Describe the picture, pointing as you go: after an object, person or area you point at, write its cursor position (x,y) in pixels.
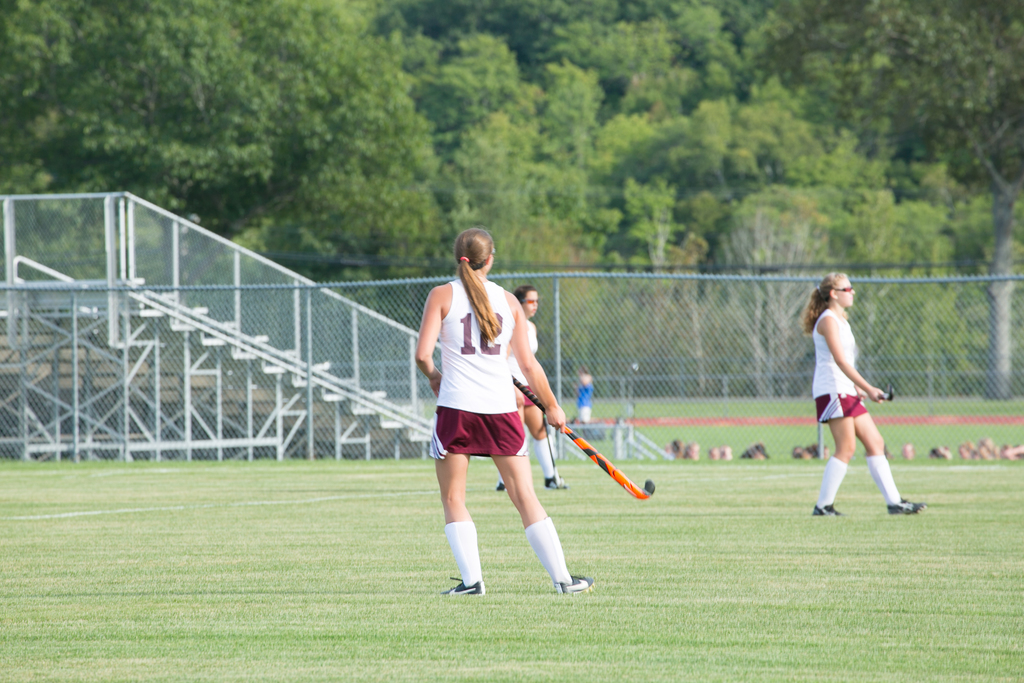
In this image there are girls (488,448) playing hockey in the ground (878,641) beside that there is a fence (702,343), iron stairs (240,339) and trees (42,179).
